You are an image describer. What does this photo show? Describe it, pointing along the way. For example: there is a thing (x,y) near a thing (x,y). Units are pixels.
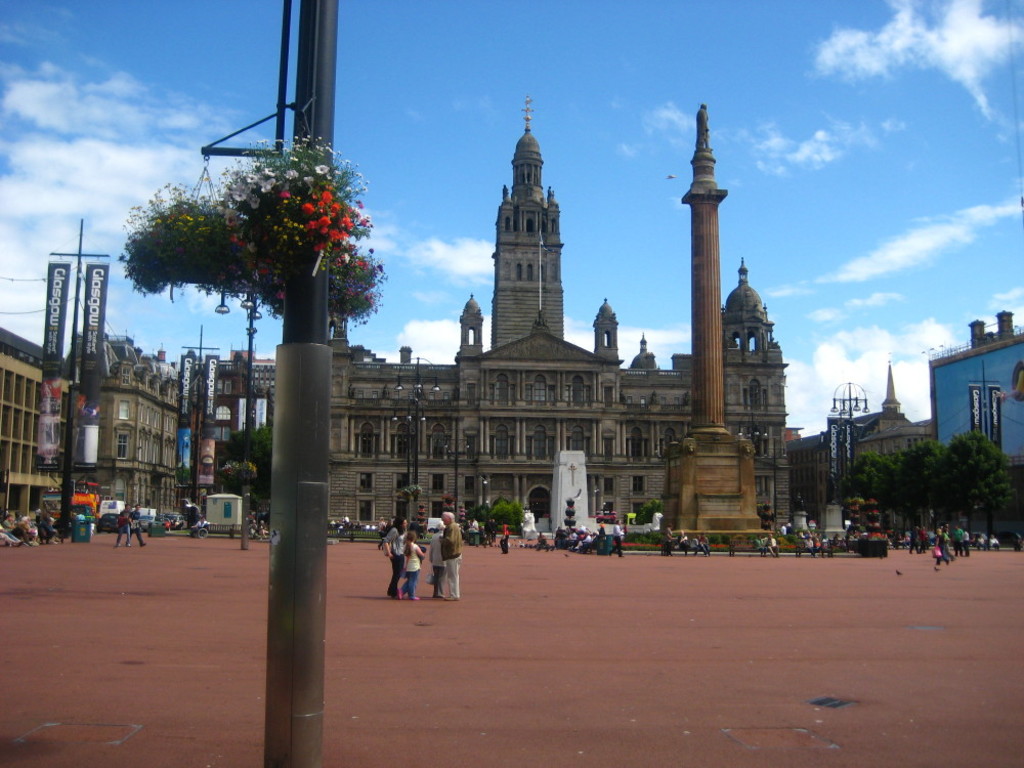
We can see plants (317,194) with flowers (285,218) on pole (323,340). Background (353,479) we can see people (118,518), buildings (34,387), trees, sculpture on tower (718,361), banner (52,406) and lights (242,304) on poles (851,406) and sky (726,49).
